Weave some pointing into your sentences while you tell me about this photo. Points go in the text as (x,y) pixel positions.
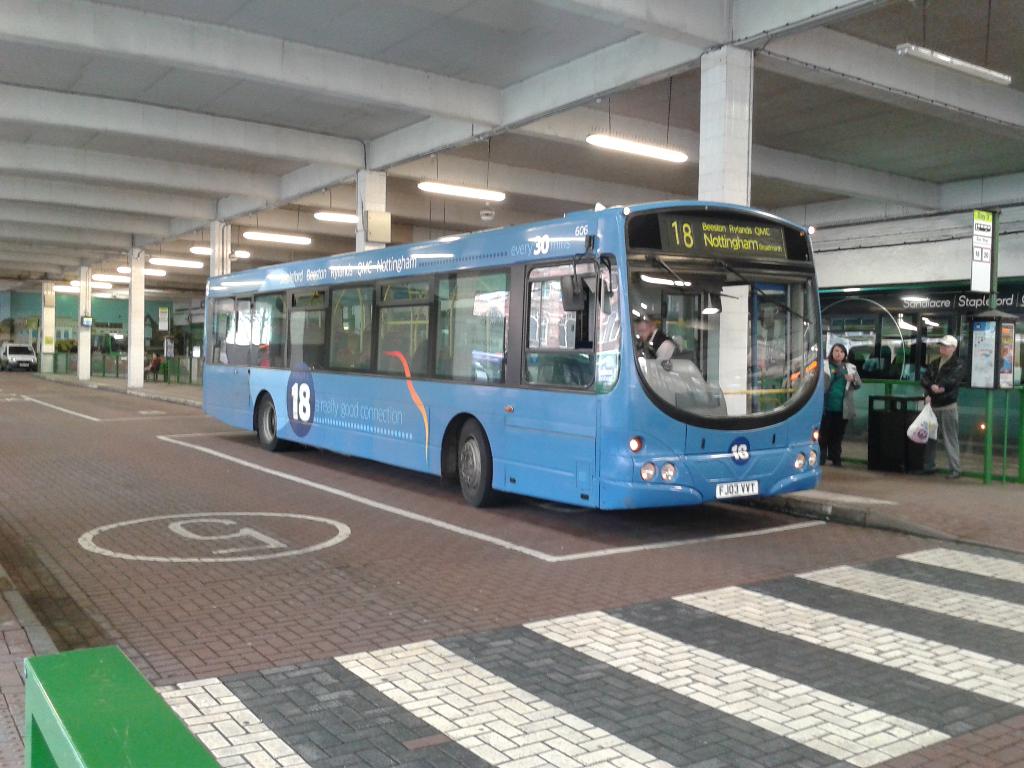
In this image we can see the vehicles (305,395) and persons (838,416), there are some pillars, tube lights (201,252), poles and boards (989,286) with some text (987,305), also we can see a building (405,230).
